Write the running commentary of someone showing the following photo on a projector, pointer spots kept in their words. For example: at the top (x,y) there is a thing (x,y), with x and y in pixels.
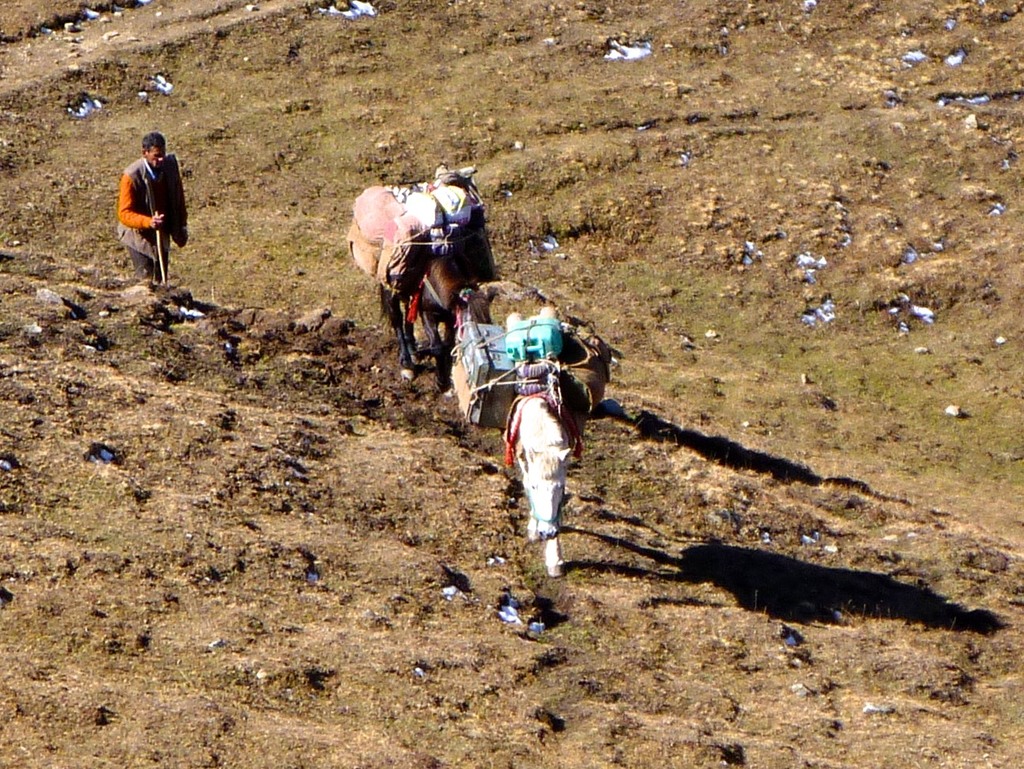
In this image there are horses (468,278), luggage (522,344), person (154,191) and ground (393,551). Person (123,241) is holding a stick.
